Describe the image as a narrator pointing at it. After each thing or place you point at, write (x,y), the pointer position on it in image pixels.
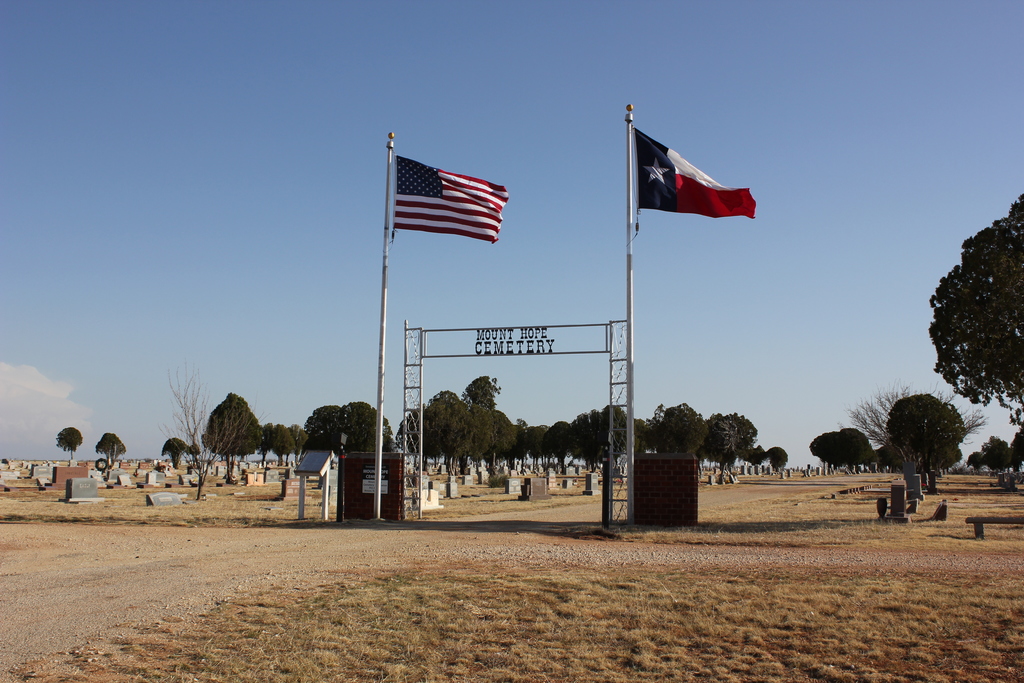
In this image I can see two flags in blue, red and white color. Background (504,373) I can see trees (732,432) in green color, few cemeteries (840,491) and the sky (489,127) is in white and blue color.
